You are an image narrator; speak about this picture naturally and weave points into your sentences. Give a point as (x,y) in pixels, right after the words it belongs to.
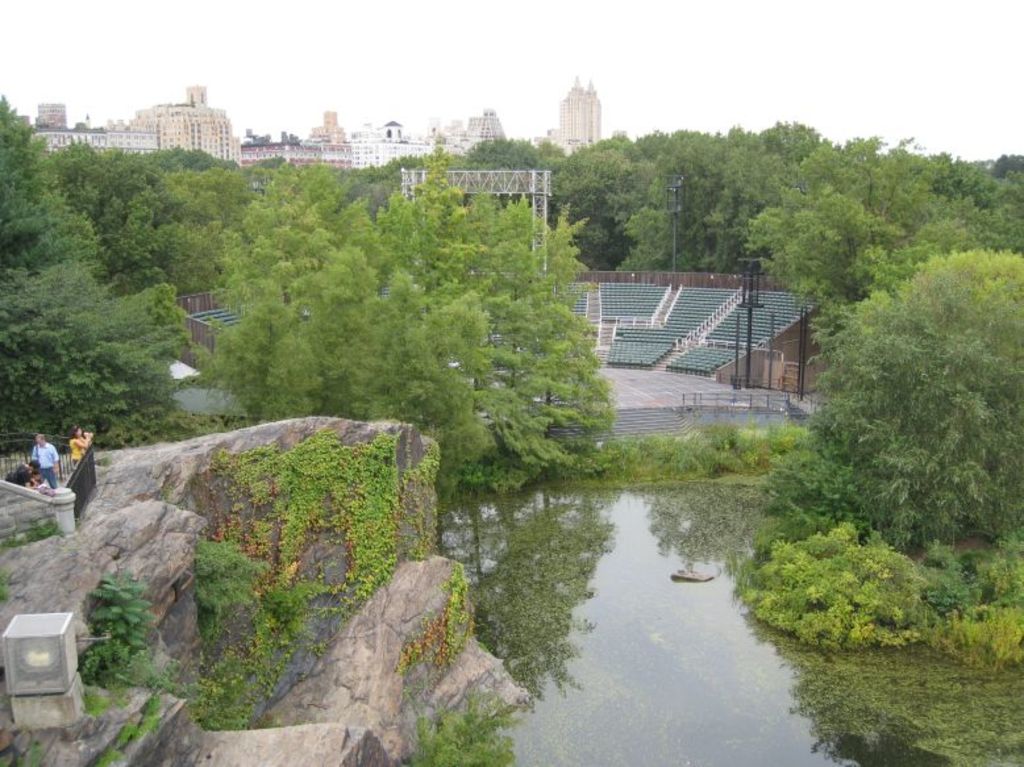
In this picture i can see the stadium (625,417), beside that i can see many trees (37,279). At the bottom (688,688) there is water (718,761). On the left (68,459) there is a man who is wearing shirt (50,463), jeans (49,467) and he is standing near to the black fencing (78,470). Beside him there is a woman (74,431) who is holding a camera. In the background (122,128) i can see many buildings (588,126). At the top (464,38) there is a sky (469,35). In the bottom right corner (1013,549) i can see the plants (954,609) and grass (1012,628).
